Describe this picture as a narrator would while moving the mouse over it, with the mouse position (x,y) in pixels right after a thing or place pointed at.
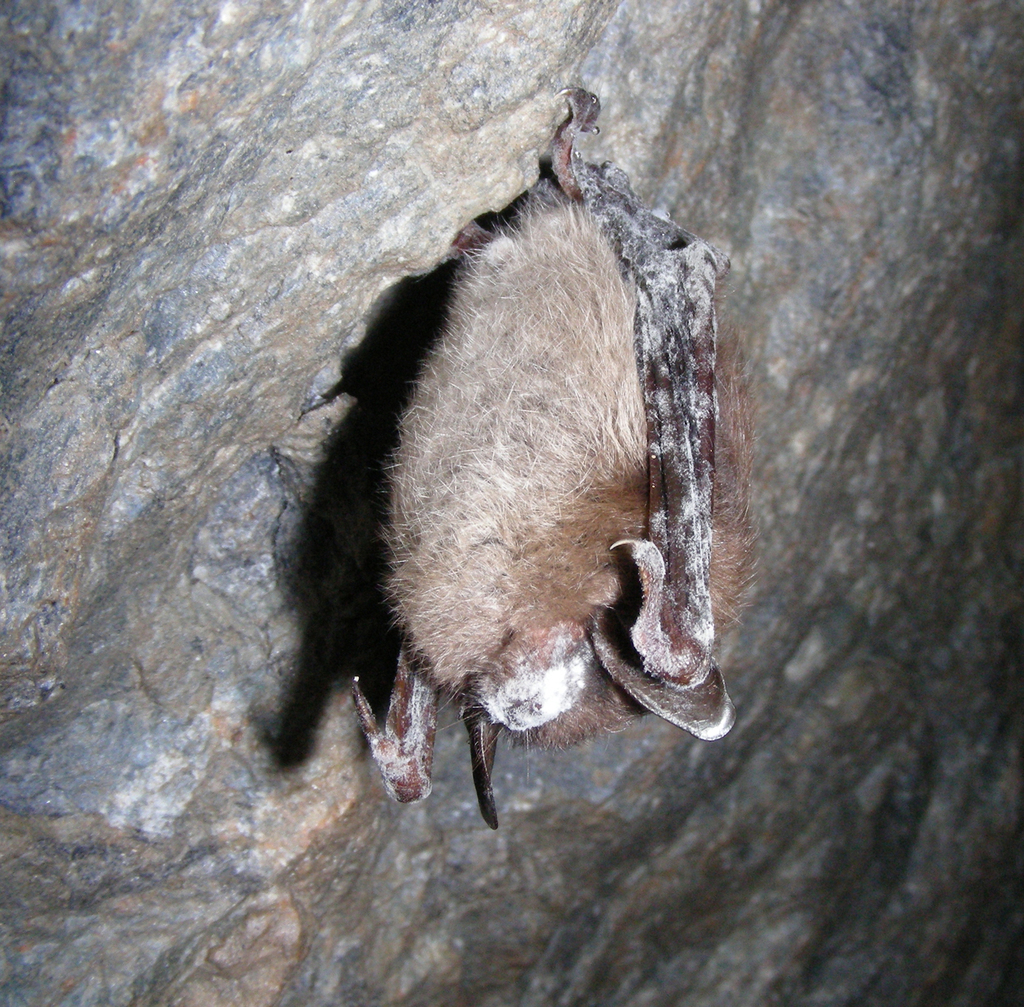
This picture is clicked outside. In the center of this image (603,353) we can see a bat like thing (529,435) seems to be hanging on the rock (194,482).
